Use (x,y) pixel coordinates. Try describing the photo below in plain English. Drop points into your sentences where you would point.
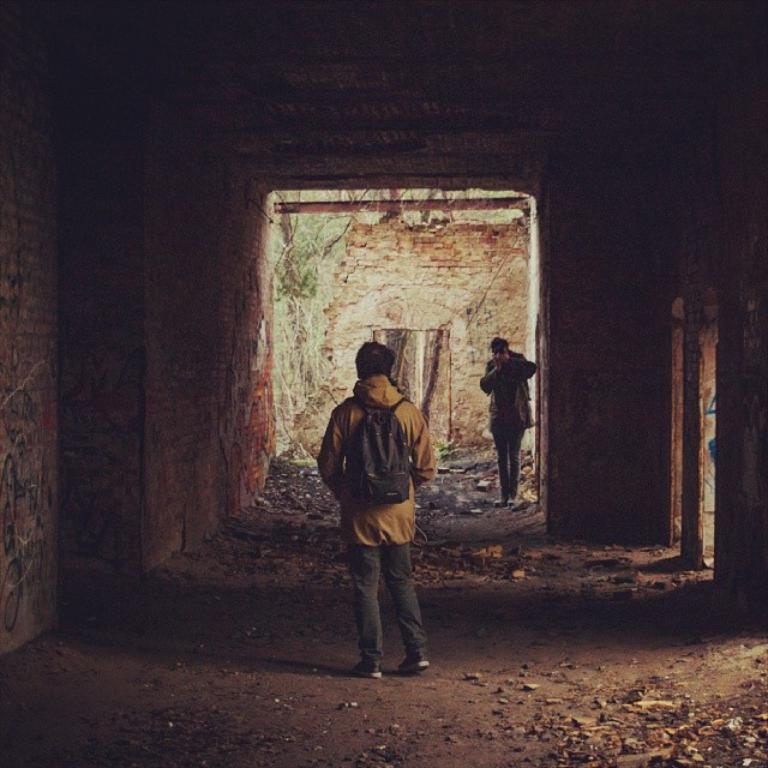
In this picture we can see few people (377,544), in the middle of the image (331,463) we can see a person (397,547) and the person (372,403) wore a bag (396,451), in the background (297,256) we can find few plants (307,287).
